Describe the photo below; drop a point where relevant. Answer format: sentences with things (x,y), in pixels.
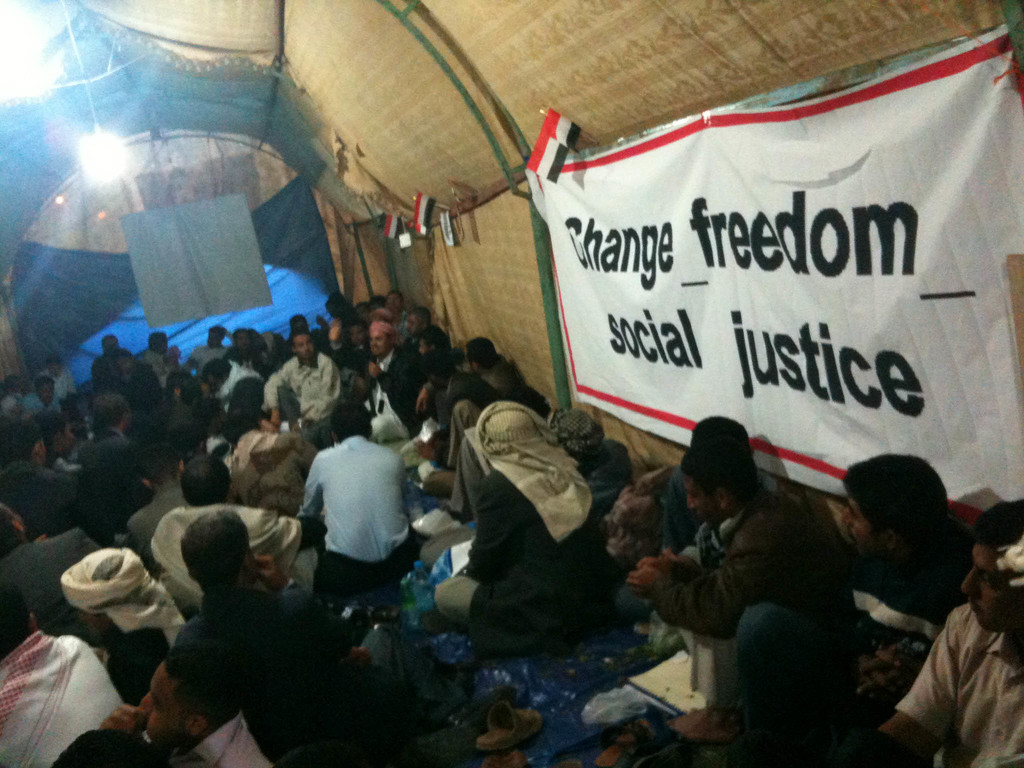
In this image I can see people (397,764) sitting in a tent (167,39). There is a banner (716,129) and flags (566,129) on the right (716,129). There is a cloth (138,309) at the back (130,169) and lights (100,136) are present.
